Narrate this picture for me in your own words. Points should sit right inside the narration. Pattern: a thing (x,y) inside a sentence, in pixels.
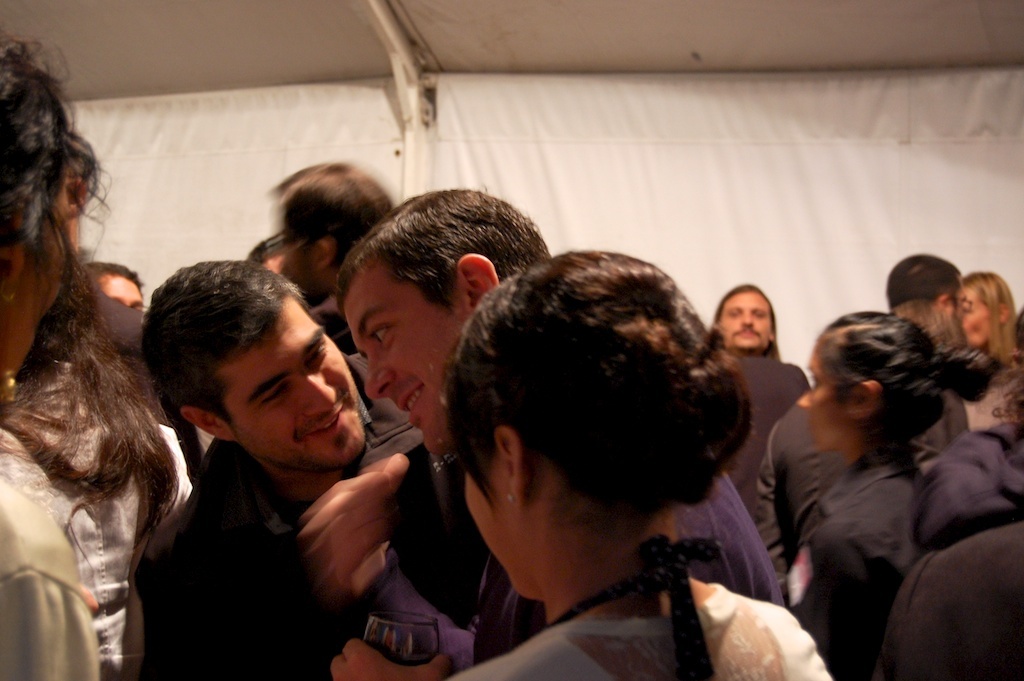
In this image we can see group of people (692,449). In the background (999,118) we can see white color cloth (712,123).
